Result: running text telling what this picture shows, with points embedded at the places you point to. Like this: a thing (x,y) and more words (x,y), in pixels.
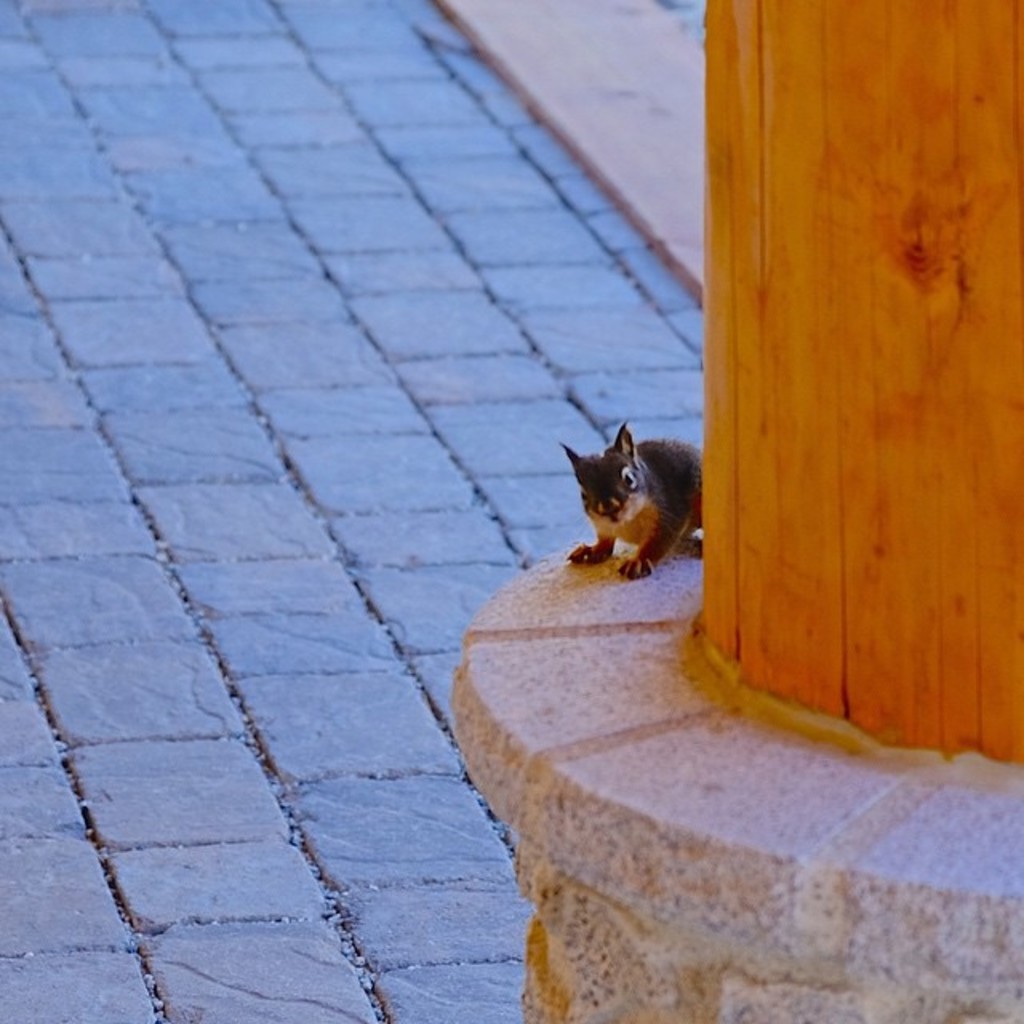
On the right side of the image (770,649) we can see squirrel (659,549) at the pillar (716,604). In the background (216,478) there is ground (429,464).
